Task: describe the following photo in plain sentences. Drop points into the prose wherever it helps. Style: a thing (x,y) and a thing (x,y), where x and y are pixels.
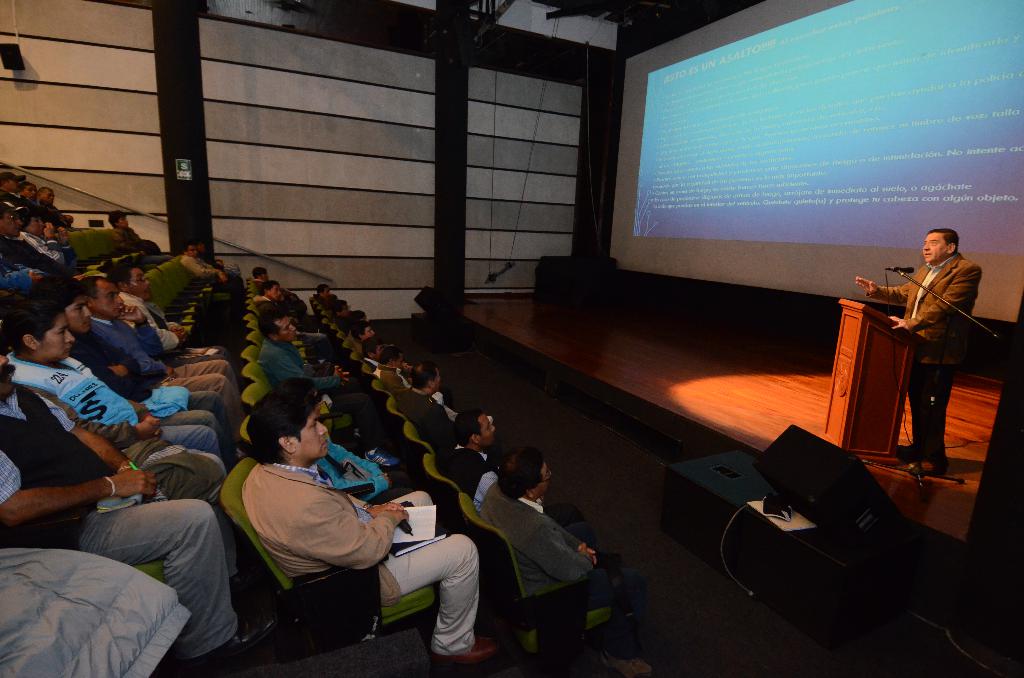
In this image I can see people (913,330) where one is standing and rest all are sitting on chairs (420,438). I can also see a podium (888,375), a mic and projector screen (779,271) in background (858,133). I can see color of these chairs (228,480) are green.
